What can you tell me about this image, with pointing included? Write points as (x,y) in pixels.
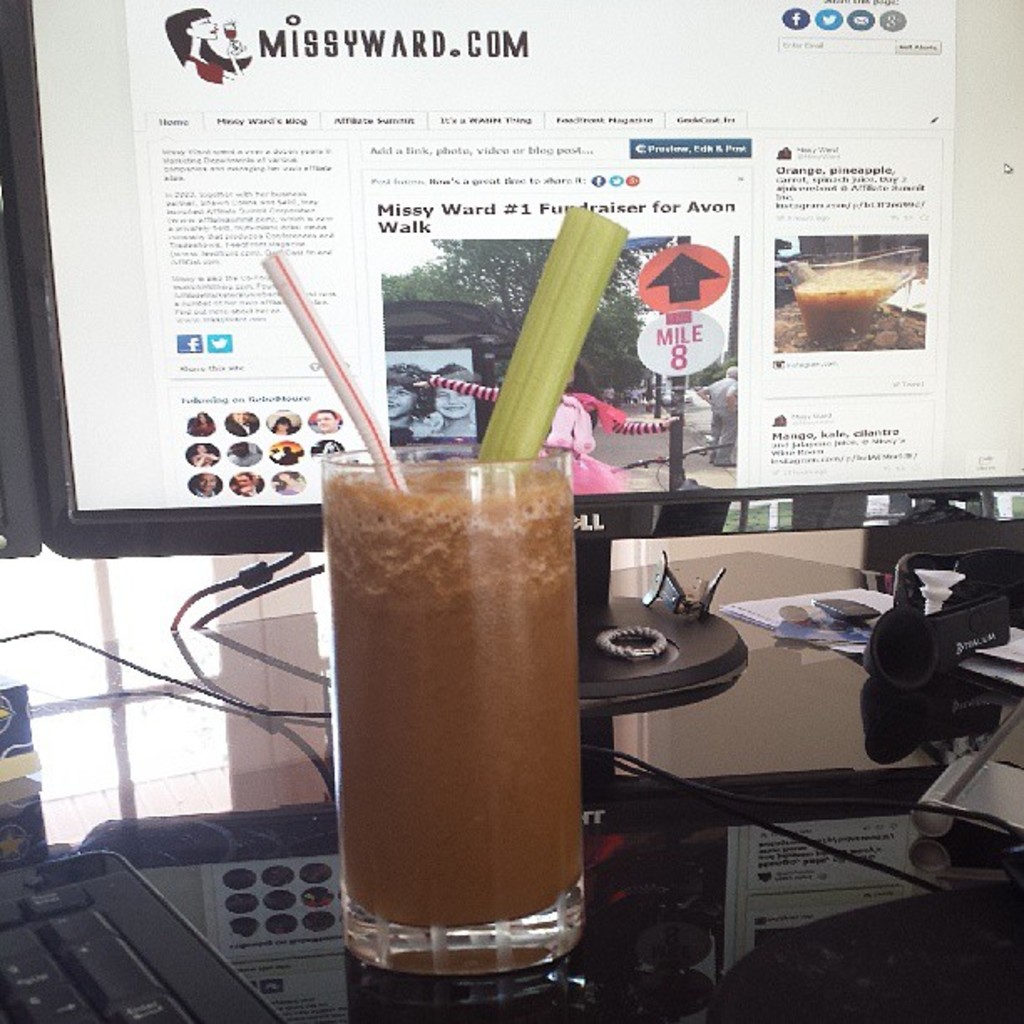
In this image I can see a glass (446,648) on the table (650,794). Behind the glass (487,589) there is a system (491,239).
